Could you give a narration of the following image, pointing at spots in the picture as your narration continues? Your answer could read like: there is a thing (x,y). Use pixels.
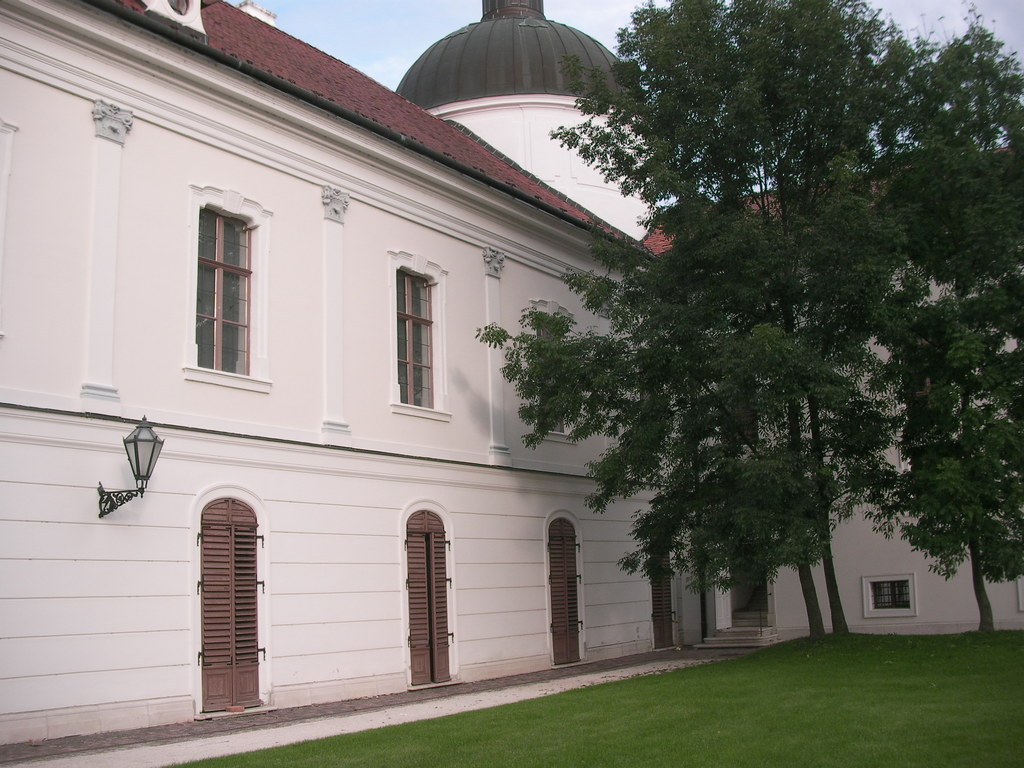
In this picture we can see grass (946,690), trees (677,309), buildings (497,390), doors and light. In the background of the image (367,29) we can see the sky (379,42).
